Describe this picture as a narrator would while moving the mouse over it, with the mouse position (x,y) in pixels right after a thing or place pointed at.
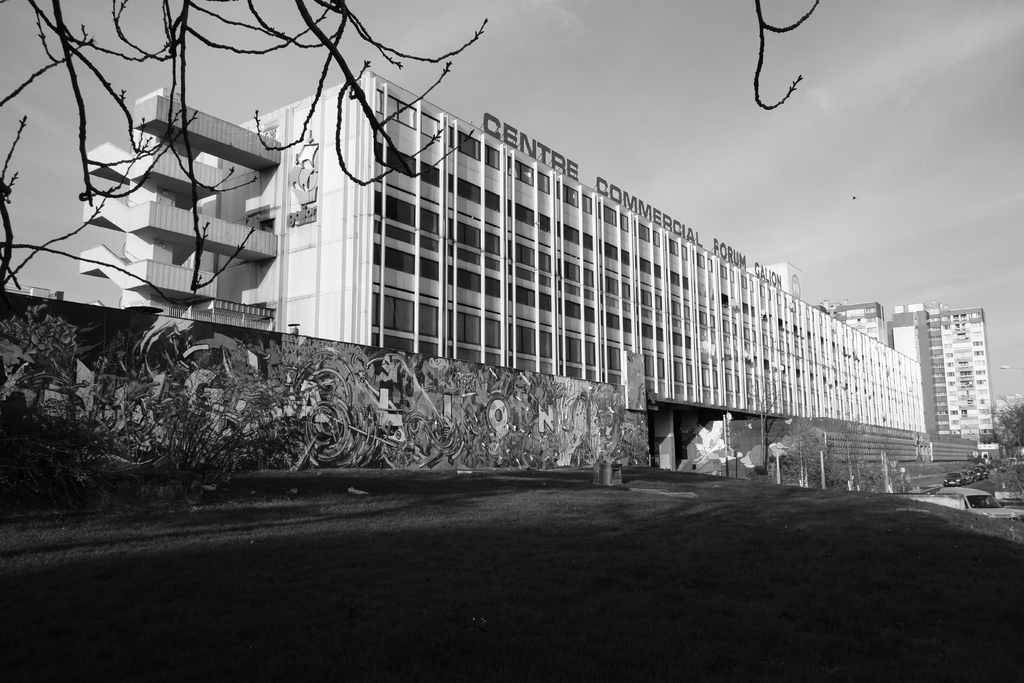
It is a black and white image, there is a huge building (592,356) and in front of the building (894,360) there is a compound wall (488,387), on that there are some paintings (609,412). There are many vehicles (971,498) on the road (918,483) in front of the buildings (842,435) and beside those vehicles (980,507) there are few trees (1015,442).
